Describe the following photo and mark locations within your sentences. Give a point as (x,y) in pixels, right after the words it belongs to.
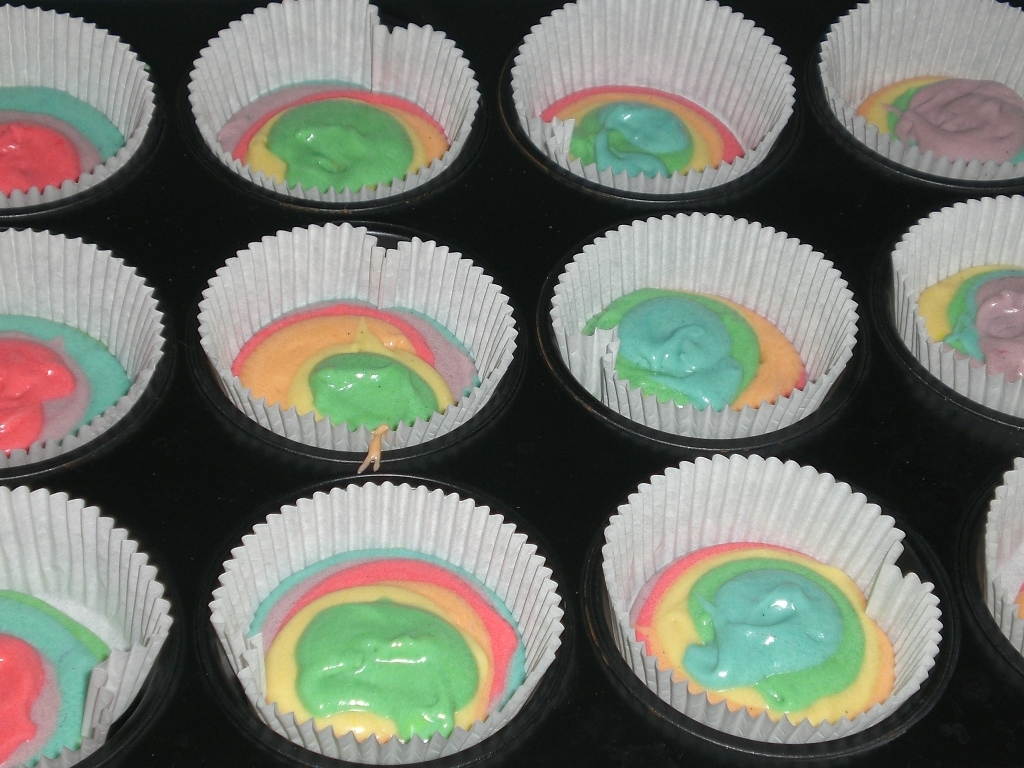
In this picture we can see bowls (150,739) with wrappers (517,67) and creams (52,167) in it.
